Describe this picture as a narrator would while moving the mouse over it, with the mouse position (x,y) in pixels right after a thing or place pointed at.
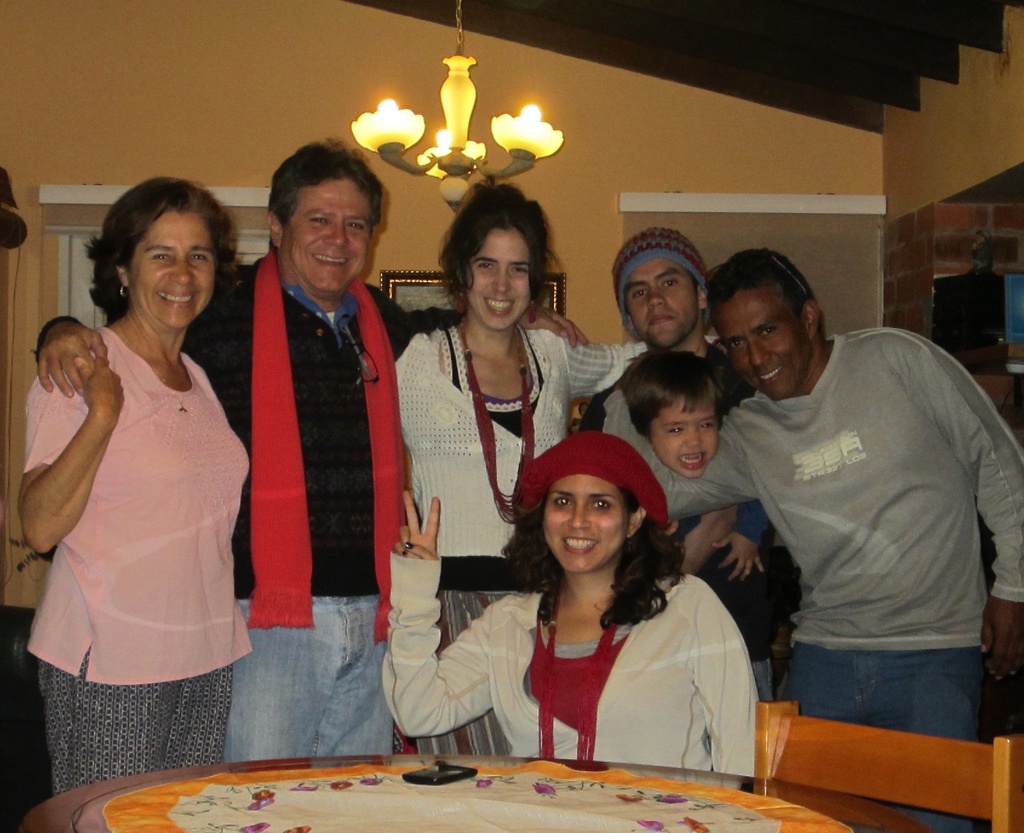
This is the picture inside the room (19,159). There are group of people (385,553) in the image they are smiling. At the top (465,80) there is a light (456,117), at the back (409,272) there is a photo frame (426,273). There is a phone (450,778) on the table (439,779).
